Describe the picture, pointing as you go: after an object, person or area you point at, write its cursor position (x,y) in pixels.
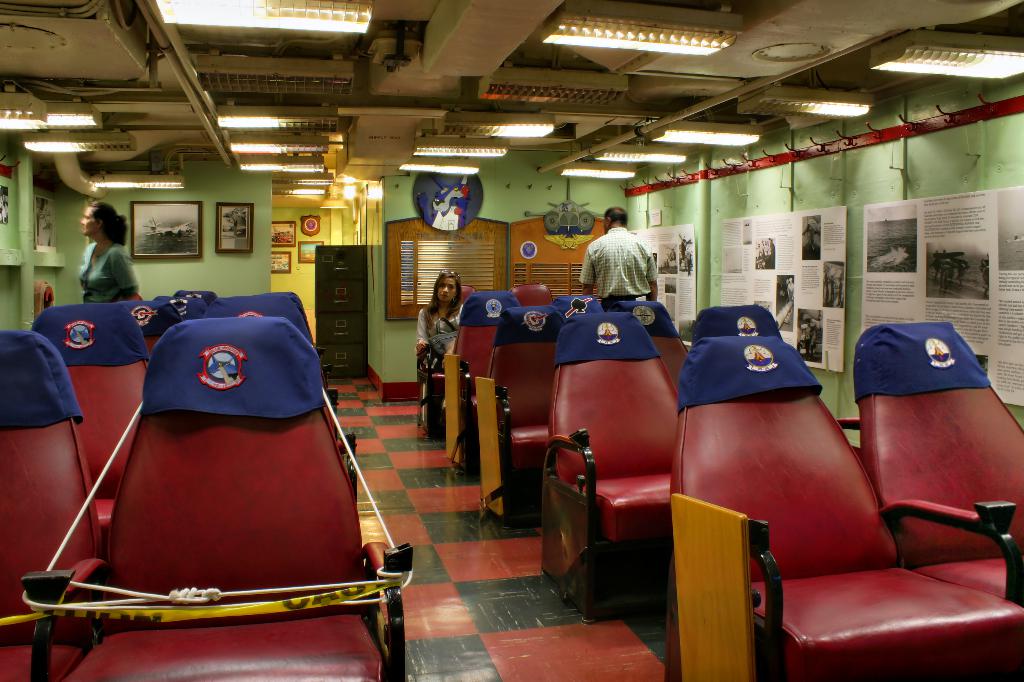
This image is clicked in a room (790,526) where there are so many chairs (552,460) and papers (886,263) are pasted to the walls (698,298) on the right side (724,259) and there are photo frames (194,246) on the left (253,238). One woman (427,336) is sitting in the chair (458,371), one man (649,293) is standing on right side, one woman (110,222) is standing on left side (91,246). There are lights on the top (814,90). The seats (797,493) are red in color.
